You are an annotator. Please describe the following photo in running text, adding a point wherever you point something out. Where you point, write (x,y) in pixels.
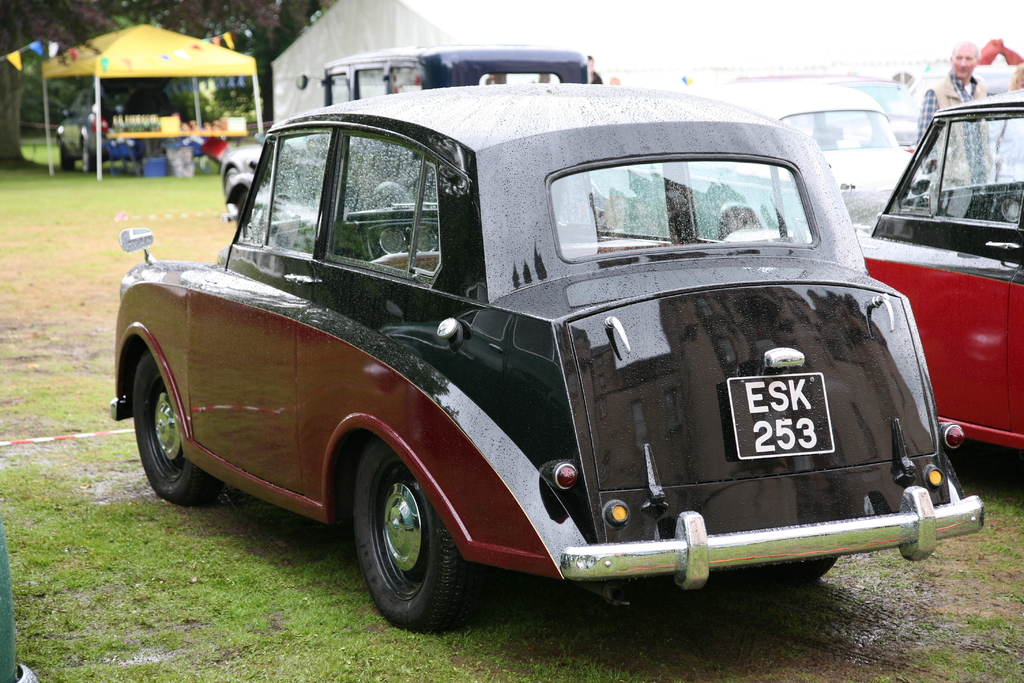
This picture shows a few cars (390,274) parked one is red in color and another one is black and red in color and we see a man (968,82) standing and we see tents (341,47) on the side and grass (206,621) on the ground (363,653).
